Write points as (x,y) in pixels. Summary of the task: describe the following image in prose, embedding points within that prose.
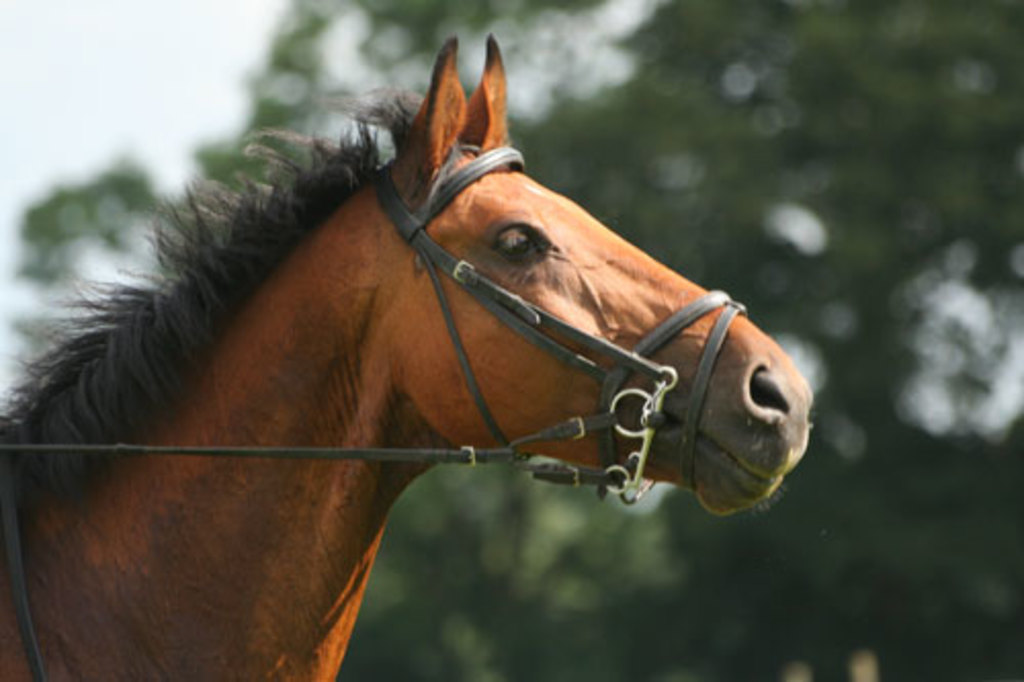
In this image I can see a horse (348,411) which is brown and black in color and I can see it is tied with the belts (431,268) which are black in color. In the background (132,233) I can see the sky (127,122) and few trees (734,214).
